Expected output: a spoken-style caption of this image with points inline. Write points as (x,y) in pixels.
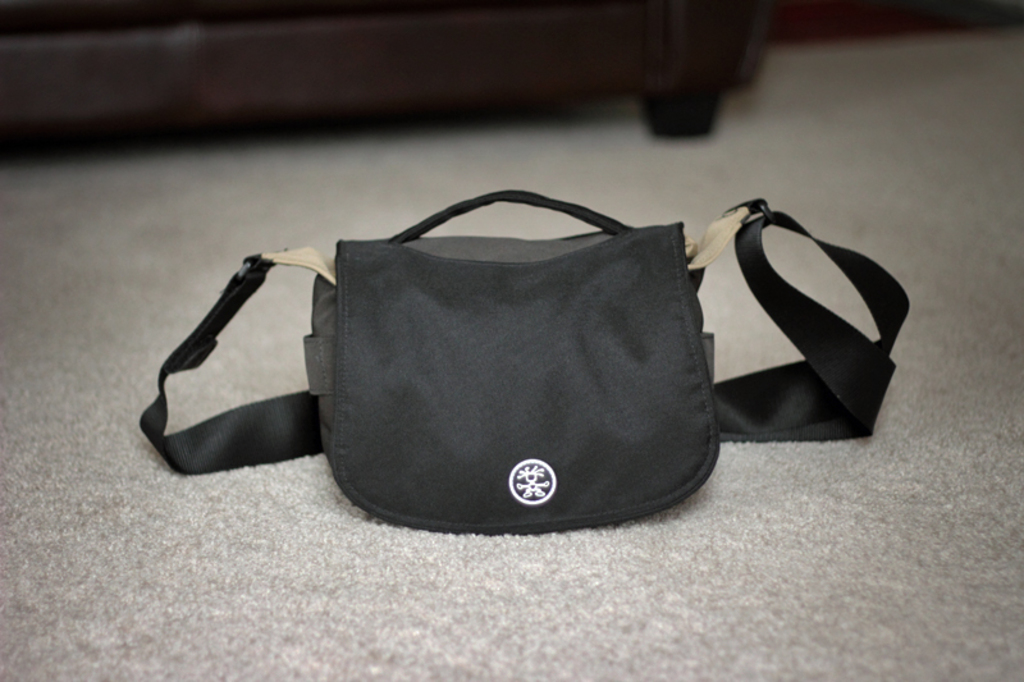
There is a black color bag (640,385) with black belt (858,408).
